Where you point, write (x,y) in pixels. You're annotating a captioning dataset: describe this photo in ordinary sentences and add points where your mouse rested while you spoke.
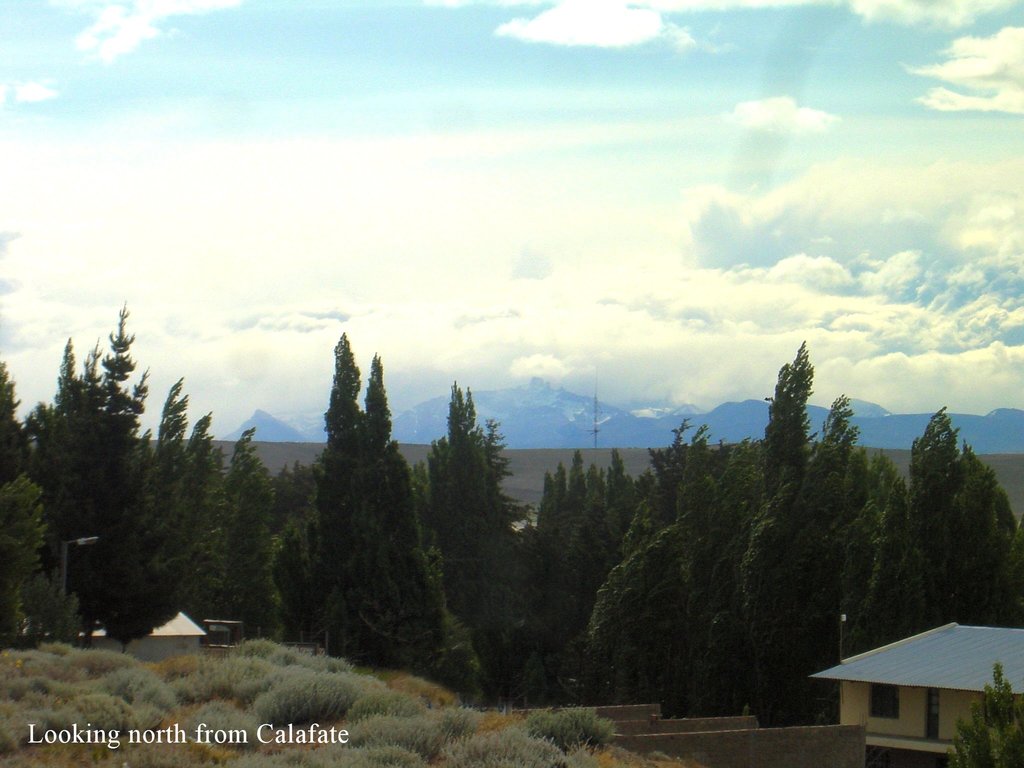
In this image there is the sky (551,154) towards the top of the image (552,179), there are clouds (543,184) in the sky (611,181), there are mountains (643,410), there are trees (444,541), there is grass (254,720) towards the bottom of the image (364,718), there is a house (968,668) towards the right of the image (953,701), there is a house (163,633) towards the left of the image (158,645), there is a wall (786,748) towards the bottom of the image (825,738), there is text (240,729) towards the bottom of the image (253,732).
